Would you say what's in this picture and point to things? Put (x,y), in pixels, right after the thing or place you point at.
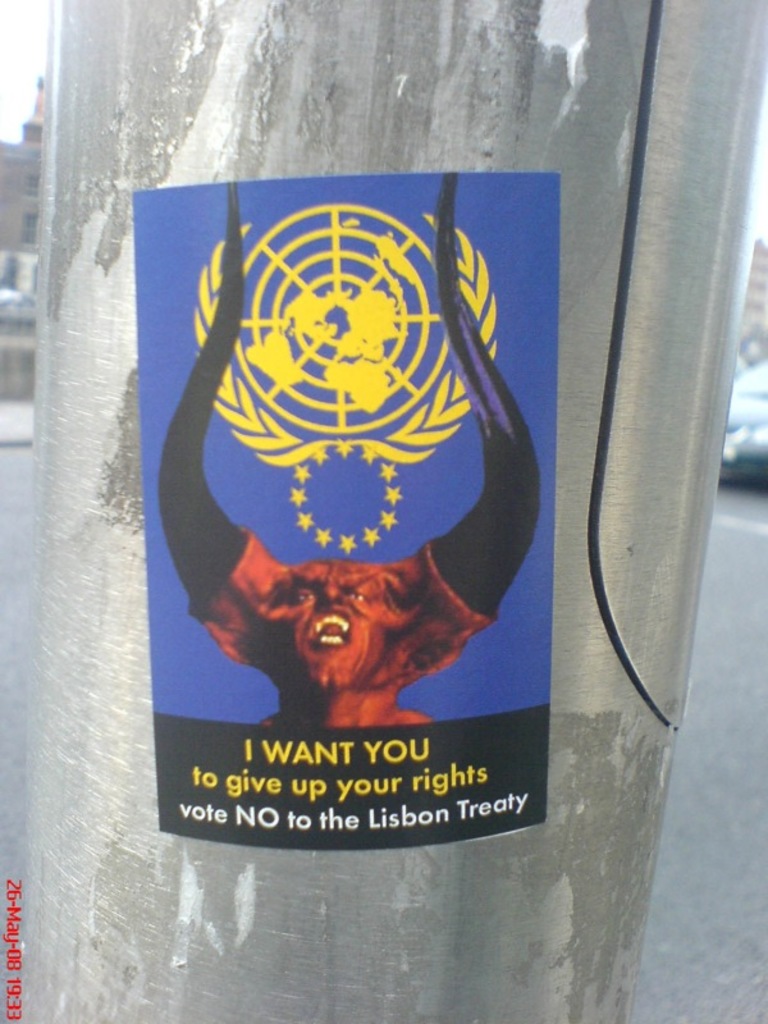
In the center of the image (412,361), we can see a poster (322,331) on the pole (290,934) and in the background (40,104), there are buildings (9,187) and some vehicles (765,419) on the road (701,847) and at the bottom (22,948), there is some text (15,912).
